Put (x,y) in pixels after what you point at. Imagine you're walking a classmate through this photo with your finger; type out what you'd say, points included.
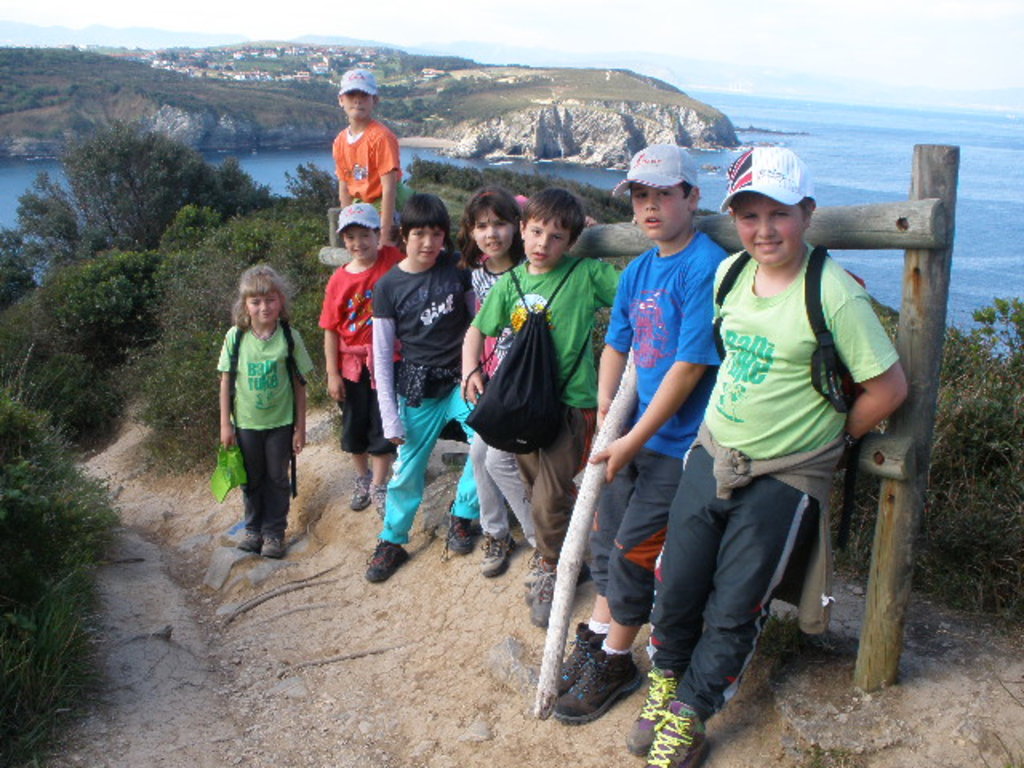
Here in this picture we can see a group of children (423,269) standing over a place and behind them we can see a wooden railing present and we can see some people (291,422) are wearing caps (780,192) and bags (504,422) on them and we can see plants (172,428) present all over there and behind them we can see water (8,175) present all over there and we can see hills (96,98) also present over there.
